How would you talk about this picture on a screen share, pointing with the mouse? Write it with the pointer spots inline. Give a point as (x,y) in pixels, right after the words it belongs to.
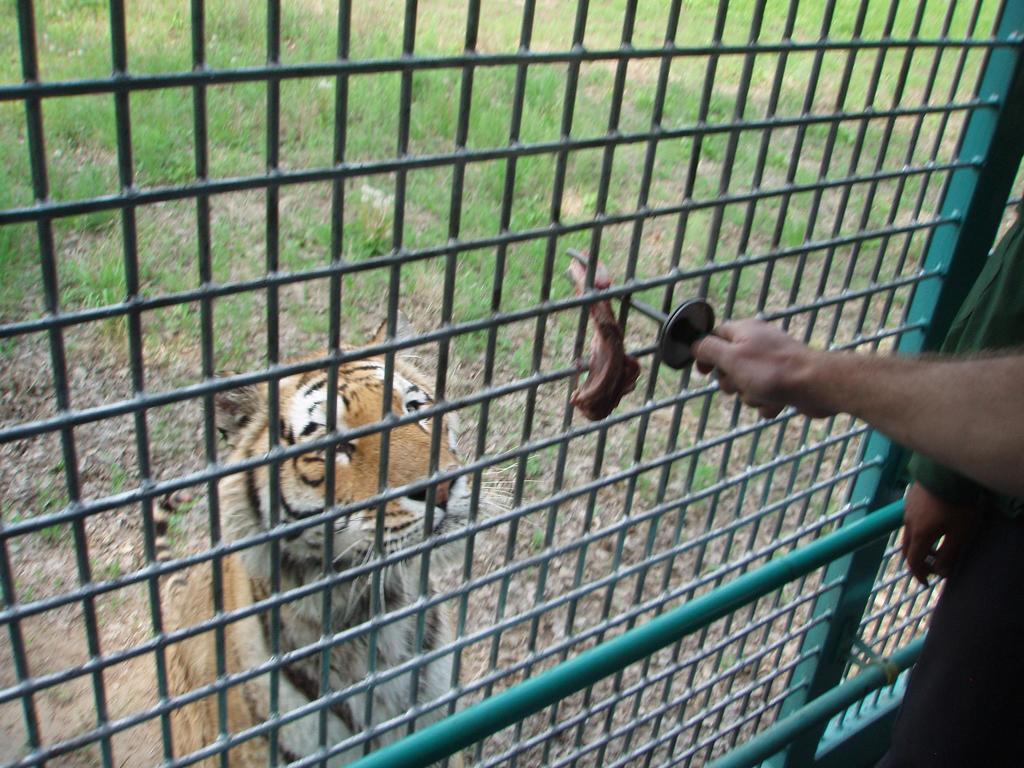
In the foreground (889,394) I can see a person (893,366) is holding a meat (629,374) with an object (673,336) in hand (805,355) is standing on the ground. In the background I can see a fence (214,475), a tiger (348,536) and grass (544,197). This image is taken may be in a zoo (953,448) during a day.
